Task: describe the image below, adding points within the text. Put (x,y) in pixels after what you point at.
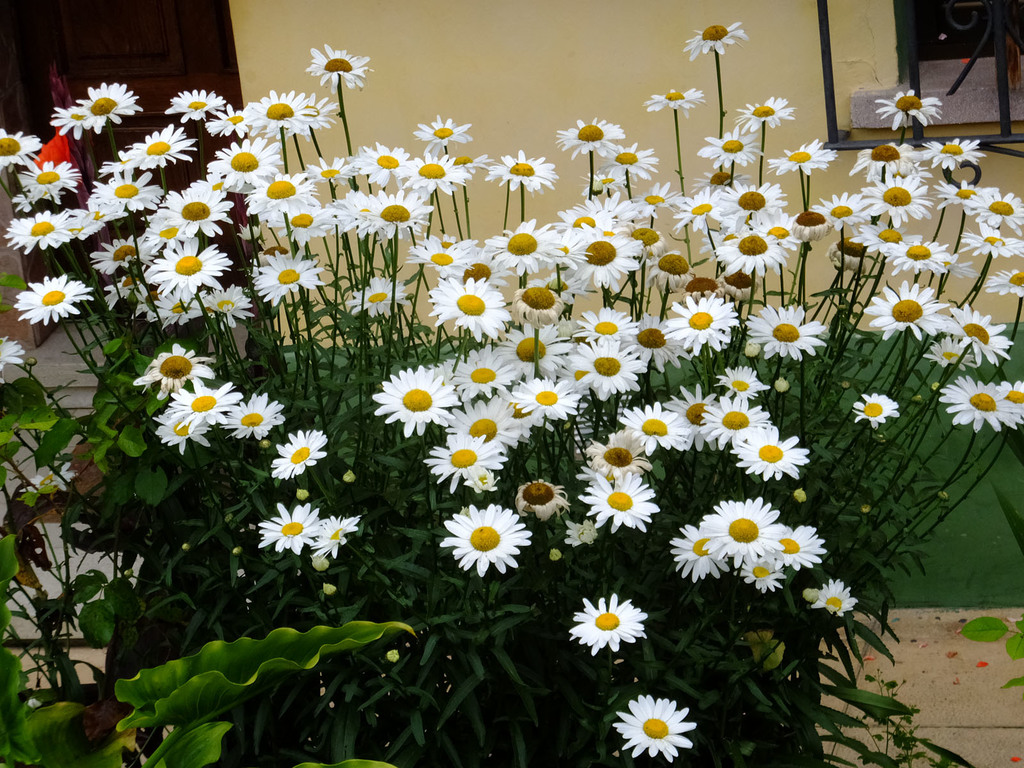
In this image, we can see flowers (651,251) and plants (601,253) and in the background (173,28), there is a door (157,52) and we can see a window (899,65) and a wall (604,83). At the bottom (927,684), there is a road (936,686).
